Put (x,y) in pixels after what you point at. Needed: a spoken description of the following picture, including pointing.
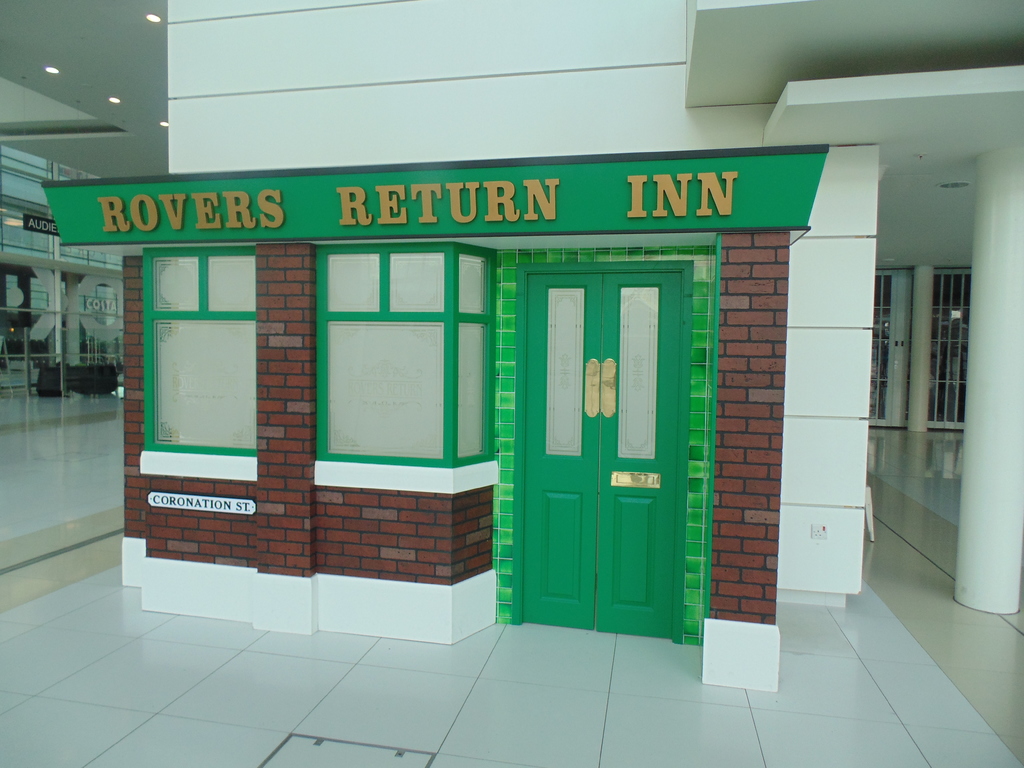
This picture is an inside view of a building (701,275). In this picture we can see the wall (667,43), boards (249,213), stores (317,329), door (666,420), window (478,425), pillars (980,370). At the top of the image (911,251) we can see the lights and roof (141,52). At the bottom of the image (549,698) we can see the floor (90,428).
